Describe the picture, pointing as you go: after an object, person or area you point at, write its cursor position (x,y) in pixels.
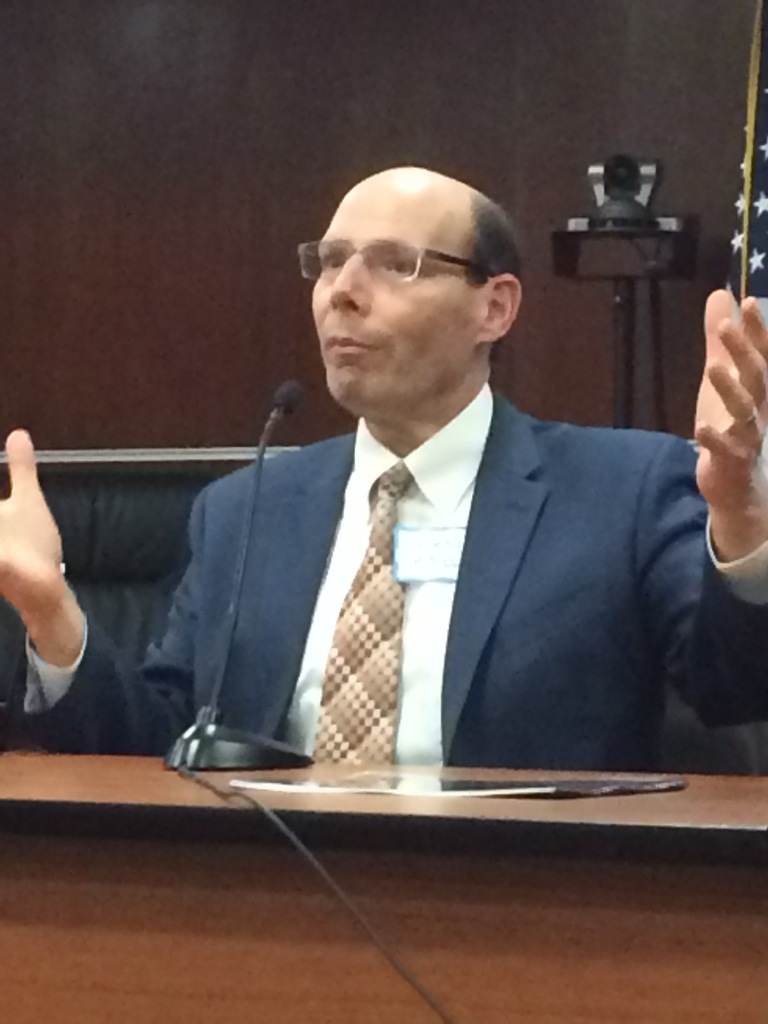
In this image I see a man (765,511) who is sitting on the chair (55,490) and he is in front of the mic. In the background (24,416) I see the wall (690,15) and the camera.
